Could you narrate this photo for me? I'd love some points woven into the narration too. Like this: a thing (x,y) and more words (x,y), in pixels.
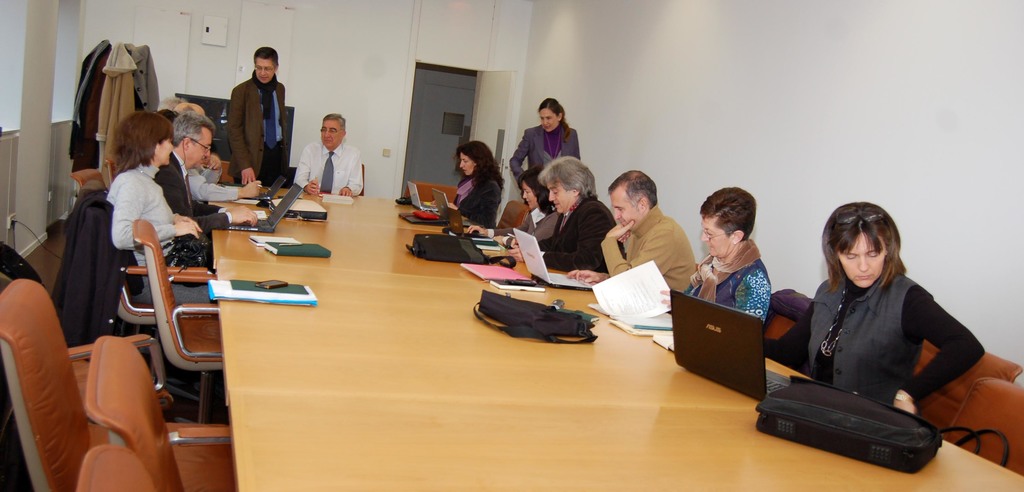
In the image there is a table (333,471) and there are some people (488,191) sitting around the table (371,253) and on the table (299,274) there are files (295,289), bags (449,237), laptops (247,226) and there are two people (274,106) standing in front of the table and on the left side (120,71) there are few coats (132,65) and in the background (332,32) there is a wall (486,29) and in the middle (426,173) there is a door (482,116).
